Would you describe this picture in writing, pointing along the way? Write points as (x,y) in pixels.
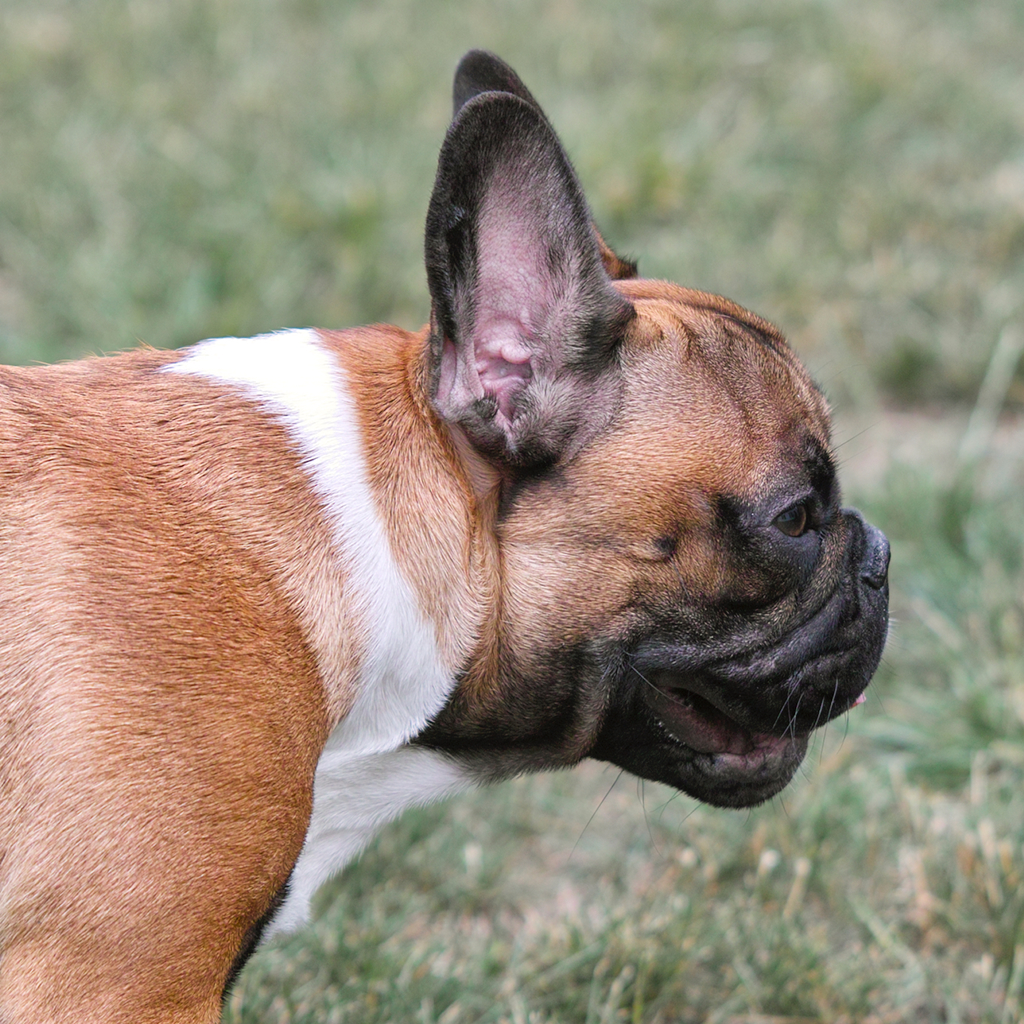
In this image, we can see a brown dog (536,529) on the blur background.
